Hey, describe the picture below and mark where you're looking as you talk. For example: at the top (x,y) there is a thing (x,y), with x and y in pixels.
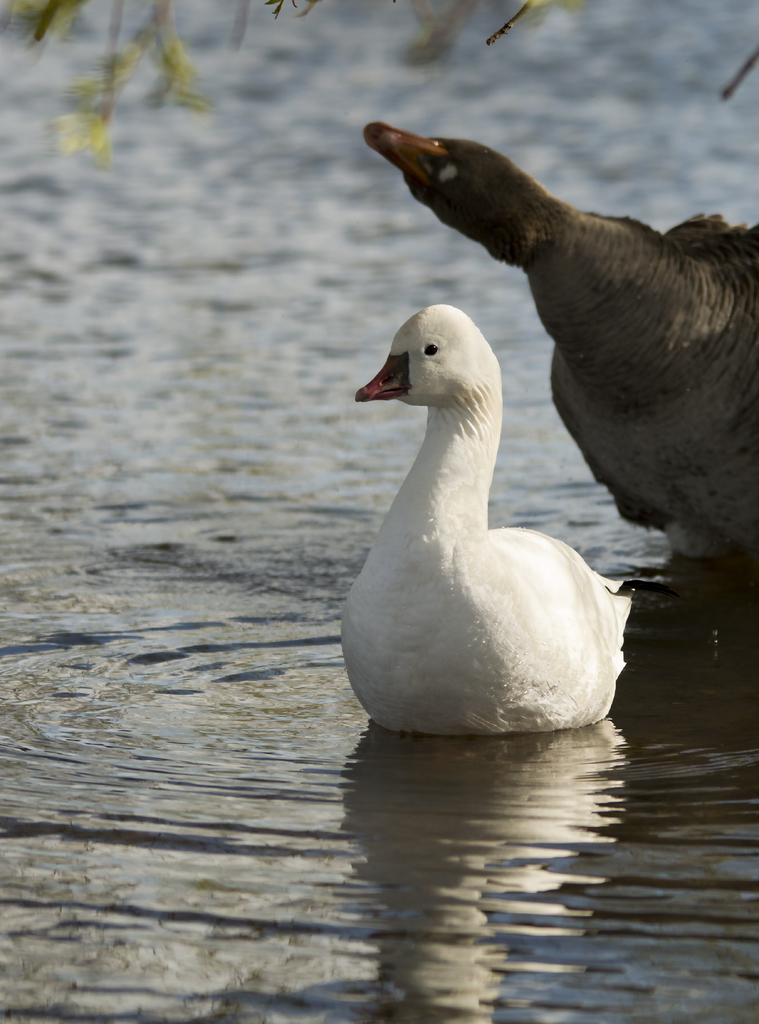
In this image we can see birds (456,586) on the water (240,360). At the top (187,67) we can see branches (100,134).
